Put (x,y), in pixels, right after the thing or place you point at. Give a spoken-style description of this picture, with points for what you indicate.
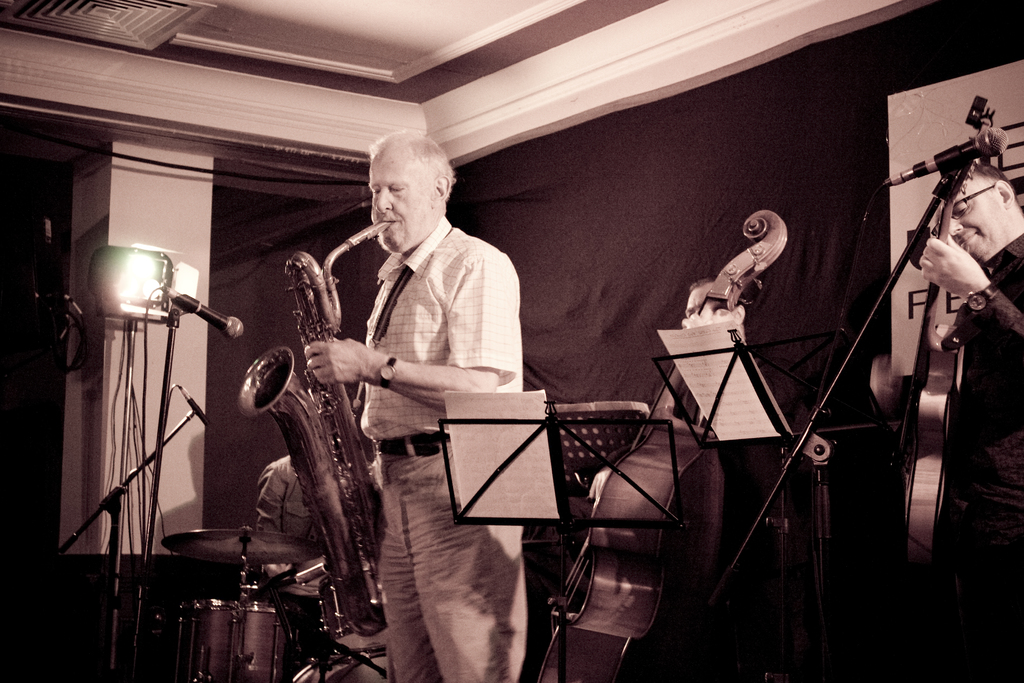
In the image its a black and white picture where a man (406,173) is holding a musical instrument (328,387) and he is playing it, he is wearing a wrist watch (387,383) and behind him there is another man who is with a drum set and there is another man (993,209) who is holding a guitar (965,176) and in front of him there is a mike (973,149) with a stand (943,181).
